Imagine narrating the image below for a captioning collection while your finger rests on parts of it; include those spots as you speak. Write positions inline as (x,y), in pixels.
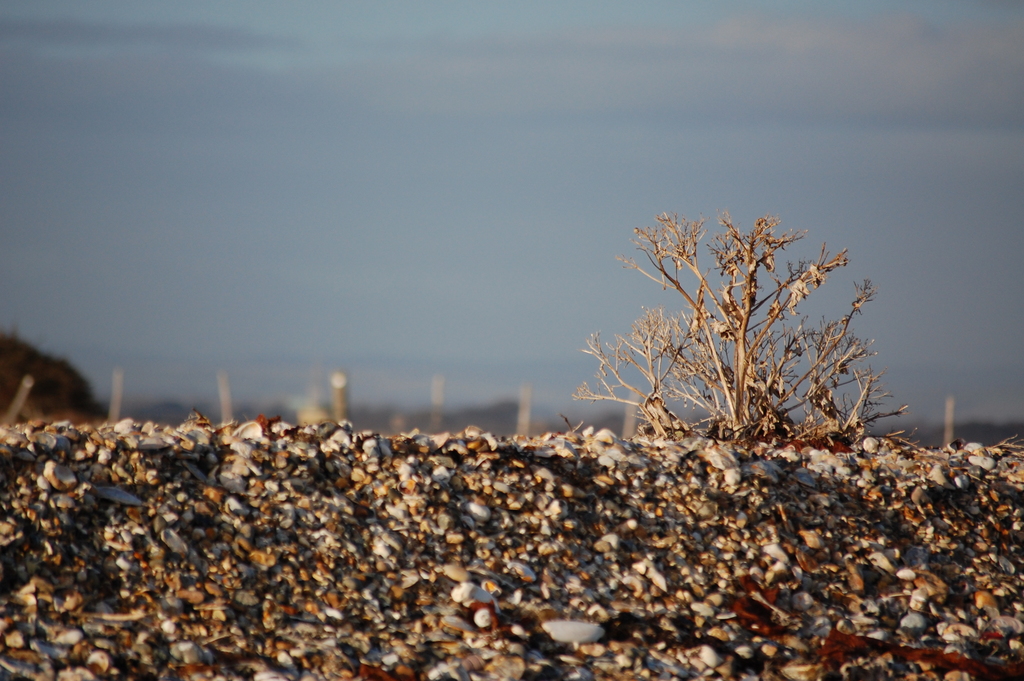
In this picture we can see some stones (713,576) and a plant (723,328) in the front (740,364), in the background (946,394) there are some poles (224,379), we can see the sky (329,379) at the top of the picture (424,156).
